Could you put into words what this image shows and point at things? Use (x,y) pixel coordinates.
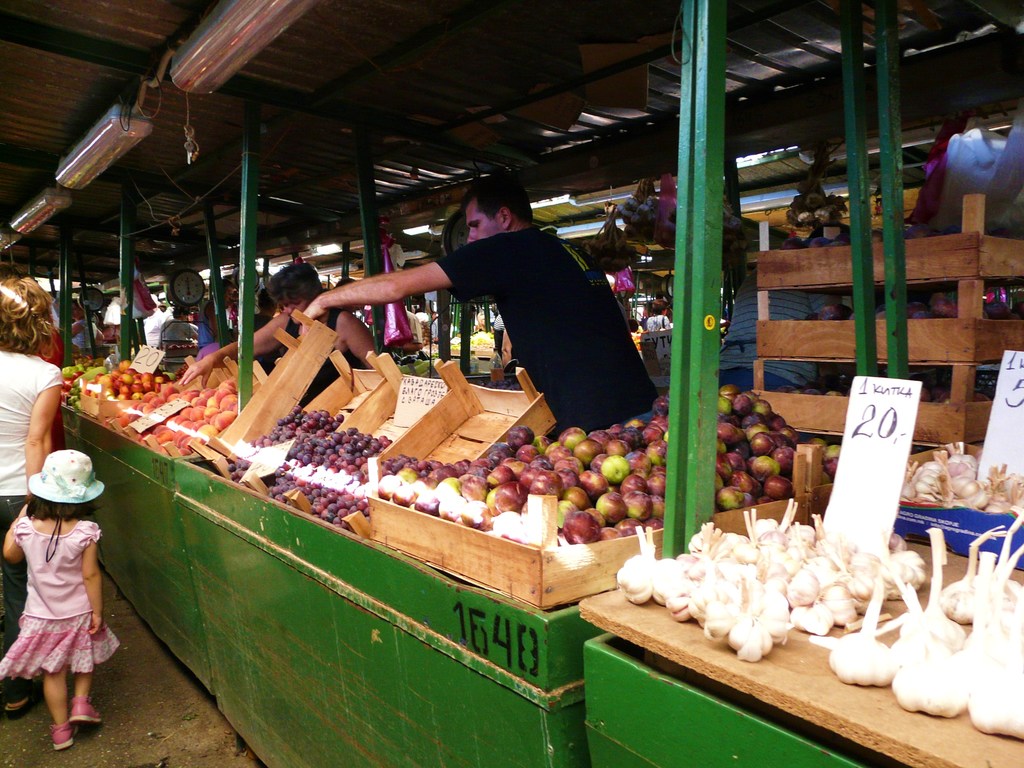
In the image we can see there are people (15,608) standing on the ground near the stalls (473,605). There are fruits (524,453) and vegetables (737,535) kept in the basket (993,522) and there are shopkeepers (570,424) standing in the stalls (64,307).
